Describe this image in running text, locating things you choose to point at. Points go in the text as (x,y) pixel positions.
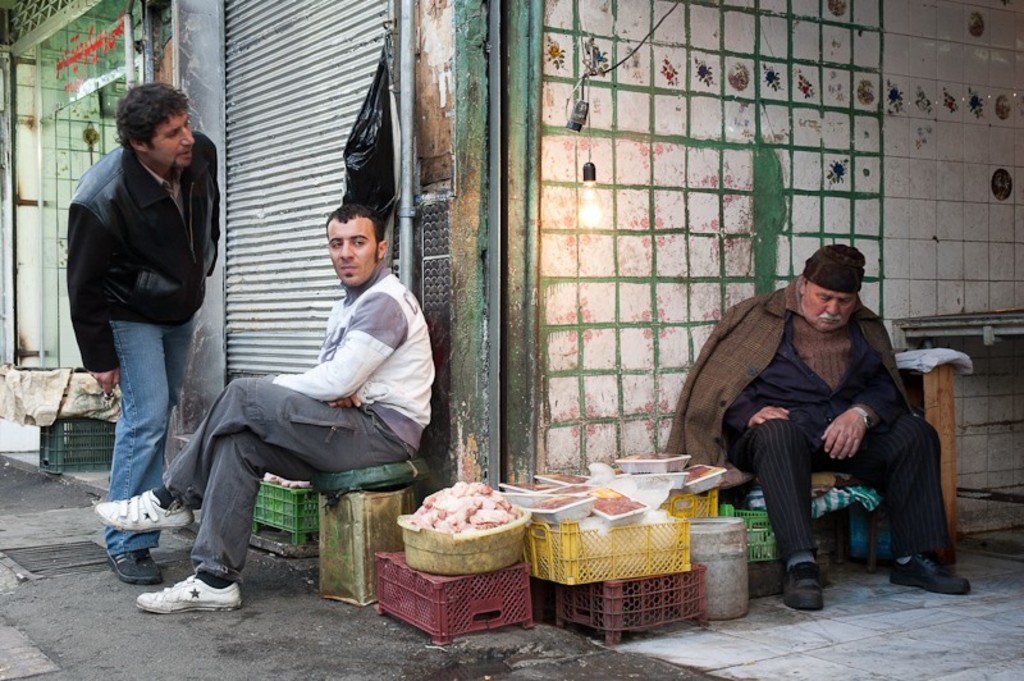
In this picture there are three persons (120,199). On the left side of the image (331,368) there is a person (402,310) sitting on the tin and there is a person (177,173) standing. There are baskets (409,585) and there is a shutter (273,297) and there is a text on the glass door (80,34) and there is a pipe (405,11) on the wall (436,13). On the right side of the image (723,392) there is a person (778,446) sitting and there is a meat (437,500) in the baskets (456,629) and there is a table (1016,323). At the top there is a bulb (591,166) and wire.
